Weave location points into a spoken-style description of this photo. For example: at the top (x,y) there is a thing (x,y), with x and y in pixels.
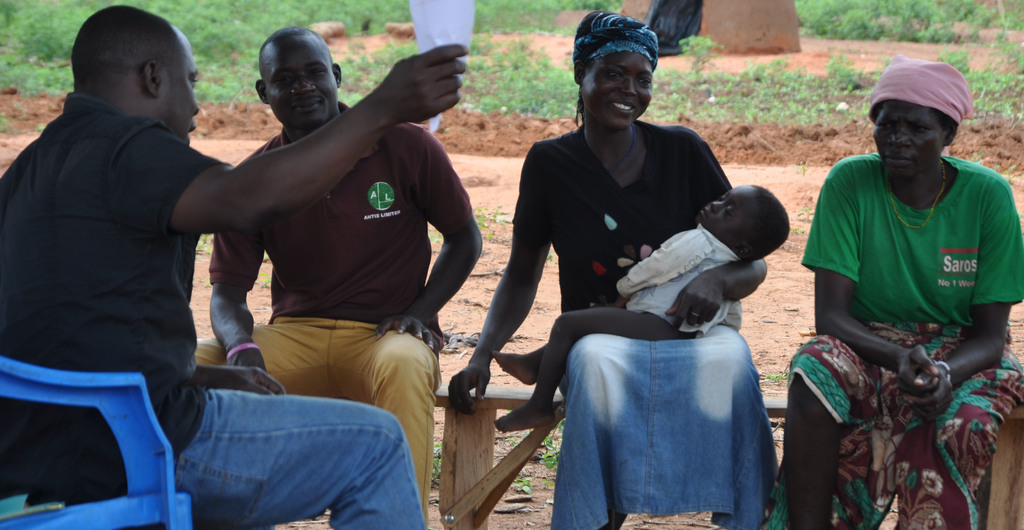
In this image we can see some people (878,283) sitting on the surface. One person (216,228) is holding a paper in his hand (421,101). One woman (623,147) is holding a baby (700,240) with her hand (715,296). In the background (223,71), we can see some plants (232,60).
